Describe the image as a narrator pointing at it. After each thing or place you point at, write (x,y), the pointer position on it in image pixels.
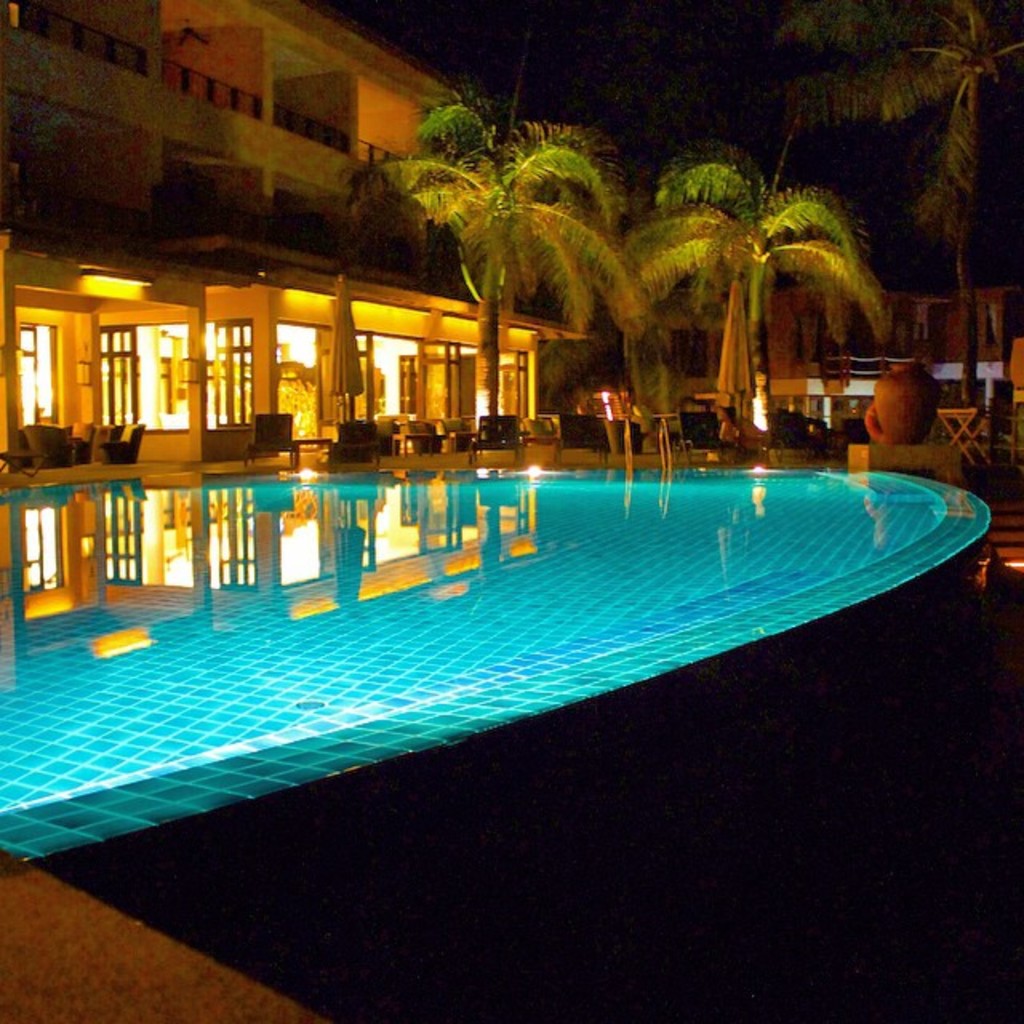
In this picture we can see a path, water (859,513), pot (893,402), chairs (422,445), trees (778,188), buildings (231,329), windows (436,347) and some objects (349,353) and in the background (609,50) it is dark.
